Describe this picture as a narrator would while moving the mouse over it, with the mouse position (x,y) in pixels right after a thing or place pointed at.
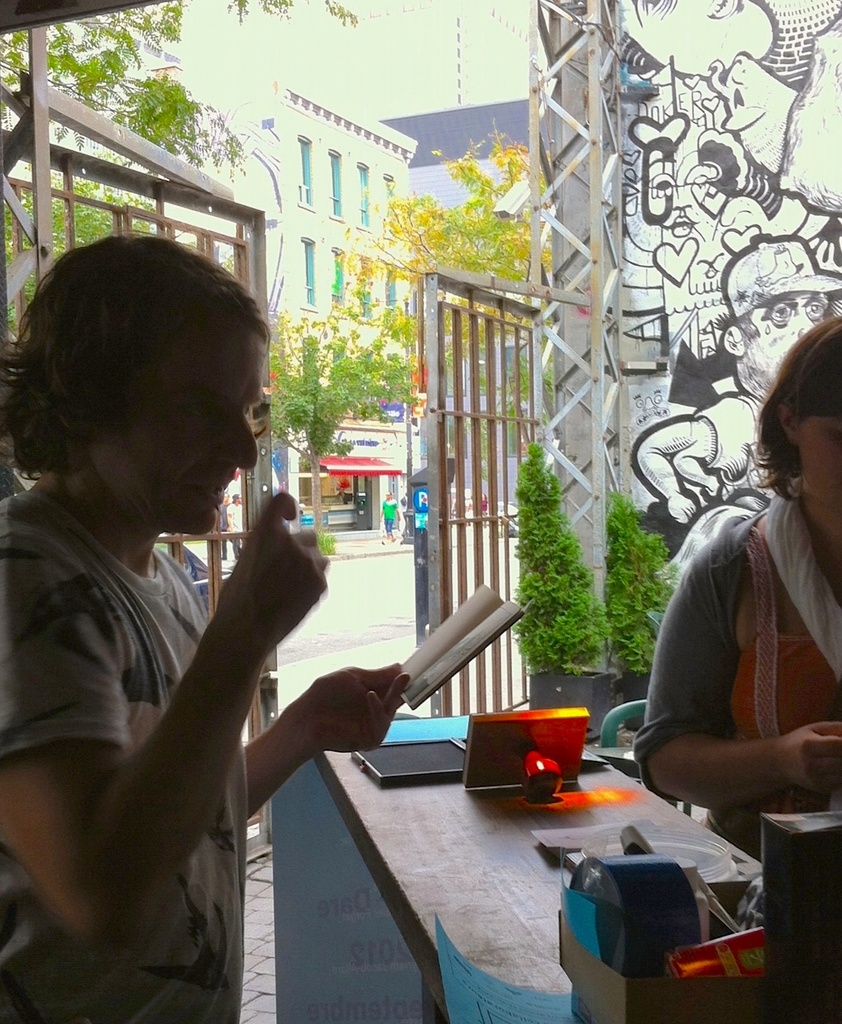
A woman (162,445) is standing at a desk (477,851) with a small book (452,649) in her left hand (345,697). There is another woman (705,650) beside the desk (556,806).
